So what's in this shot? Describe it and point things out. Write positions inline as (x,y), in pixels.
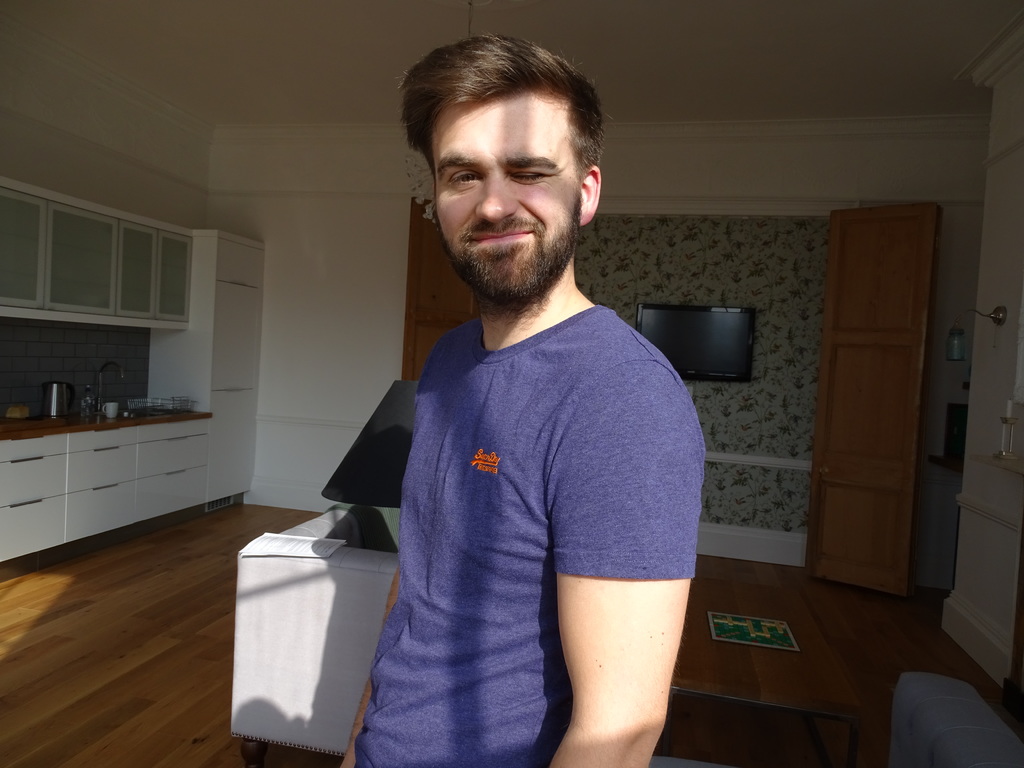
There is a man (447,703) and this is floor (172,575). Here we can see a sofa (273,709), table (726,644), cupboards (108,449), tap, cup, jar (49,391), television (699,349), and doors (822,449). In the background (308,246) we can see wall (920,188).
